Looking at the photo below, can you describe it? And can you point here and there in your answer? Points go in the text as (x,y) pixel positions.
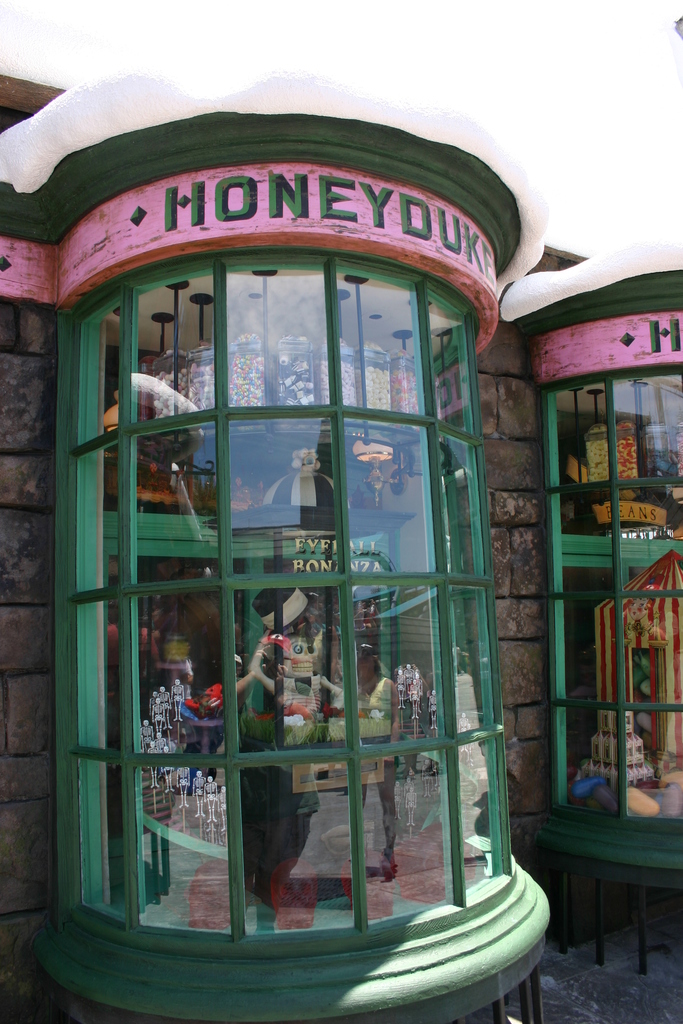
In this image we can see two windows (651,556) in which we can see a doll (308,702), group of containers (208,403) filled with food (157,396).
